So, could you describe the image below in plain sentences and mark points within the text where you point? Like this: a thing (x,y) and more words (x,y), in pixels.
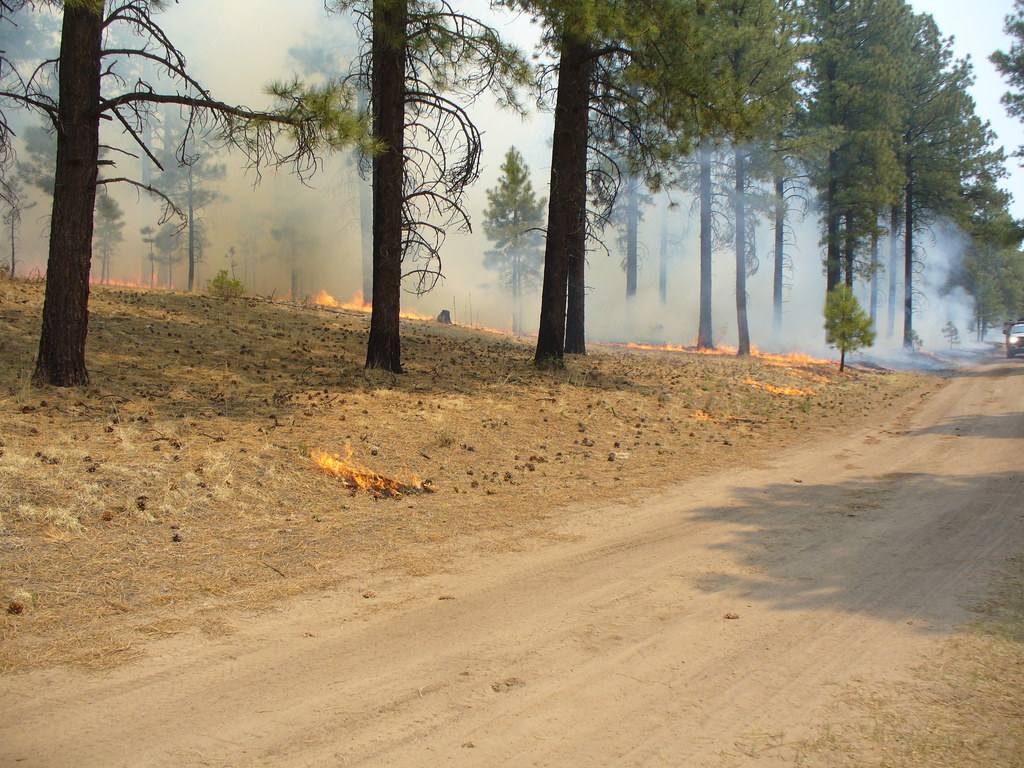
In this image we can see vehicle (1017,342) on road (972,385), trees (839,218), fire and smoke (456,149).
